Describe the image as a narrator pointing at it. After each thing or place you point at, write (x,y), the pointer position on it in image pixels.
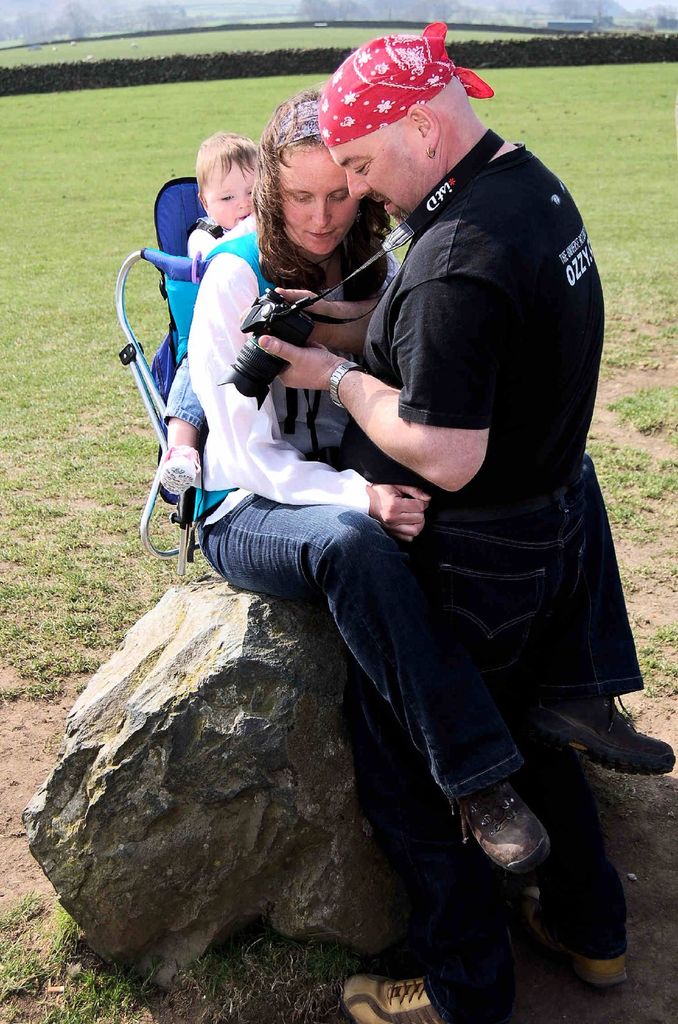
In this image we can see a man (461,235), woman (239,304) and boy (222,200). Man (470,438) is wearing black color dress (468,229) with jeans (515,574) and holding camera (291,336). Woman (216,307) is wearing white color shirt (231,404) with jeans (310,563) and carrying baby (235,178) on her back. She is sitting on rock (187,749). Background of the image (626,141) grassy land (618,144) is there.
